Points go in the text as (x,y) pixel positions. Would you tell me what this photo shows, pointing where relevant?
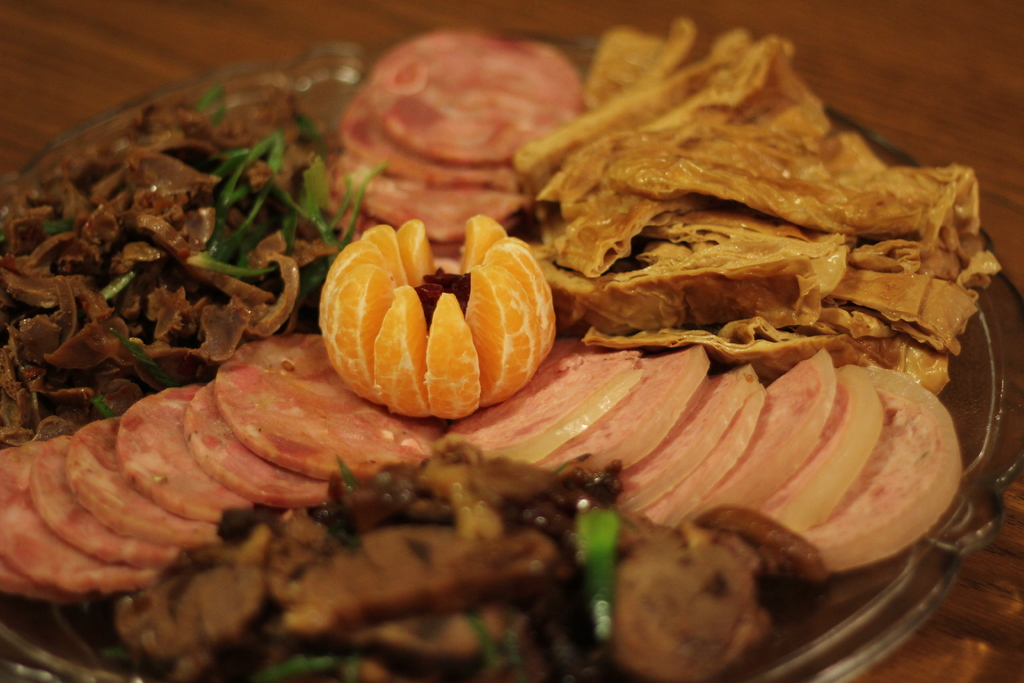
In the center of the image (609,352) we can see a bowl (886,607) containing food (519,338) placed on the table (939,110).
